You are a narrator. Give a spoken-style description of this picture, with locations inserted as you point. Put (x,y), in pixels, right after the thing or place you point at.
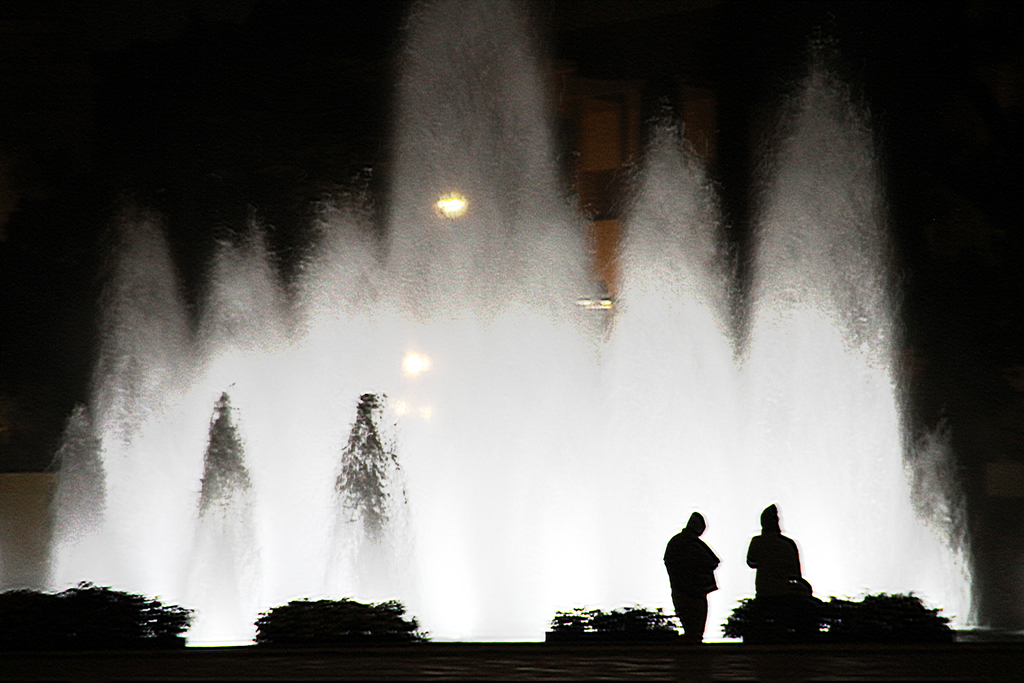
In this dark image there are two persons (709,563) standing. Beside them there are plants (772,637) on the ground (720,641). Behind them there is a water fountain (469,446). Behind the fountain (539,318) there are lights (403,369).
